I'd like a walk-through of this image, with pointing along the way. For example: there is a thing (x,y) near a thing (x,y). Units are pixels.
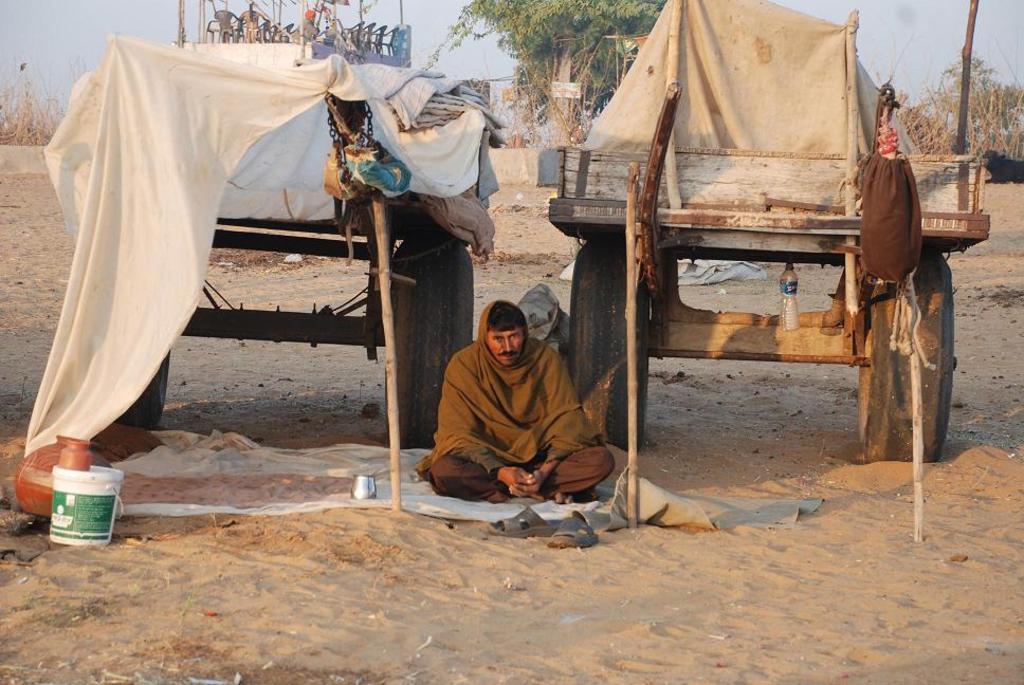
In this image I can see a cloth (406,499) on the ground (367,523) and on it I can see a man (559,375) is sitting. I can also see few slippers (589,541), a glass (355,480), a bucket (101,491) and a pot (20,484) on the left side (100,473). Behind him I can see two wooden carts (779,246), few clothes (785,84) and on the right side (799,282) I can see a bottle (787,269). In the background (19,44) I can see a tree (482,6), number of chairs (266,39), plants (0,103) and the sky (453,17).
